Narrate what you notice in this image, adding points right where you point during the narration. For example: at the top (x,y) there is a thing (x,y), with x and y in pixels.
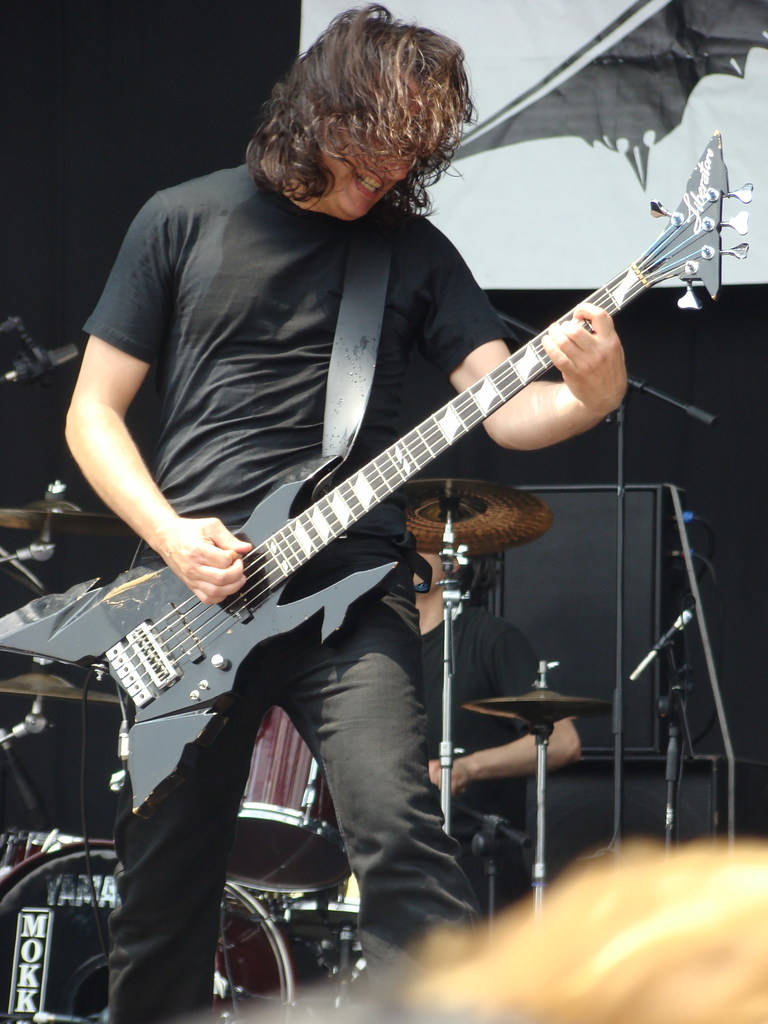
this picture shows a man (275,657) standing and playing guitar (719,210) and we see other man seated on the back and playing drums (504,519).
